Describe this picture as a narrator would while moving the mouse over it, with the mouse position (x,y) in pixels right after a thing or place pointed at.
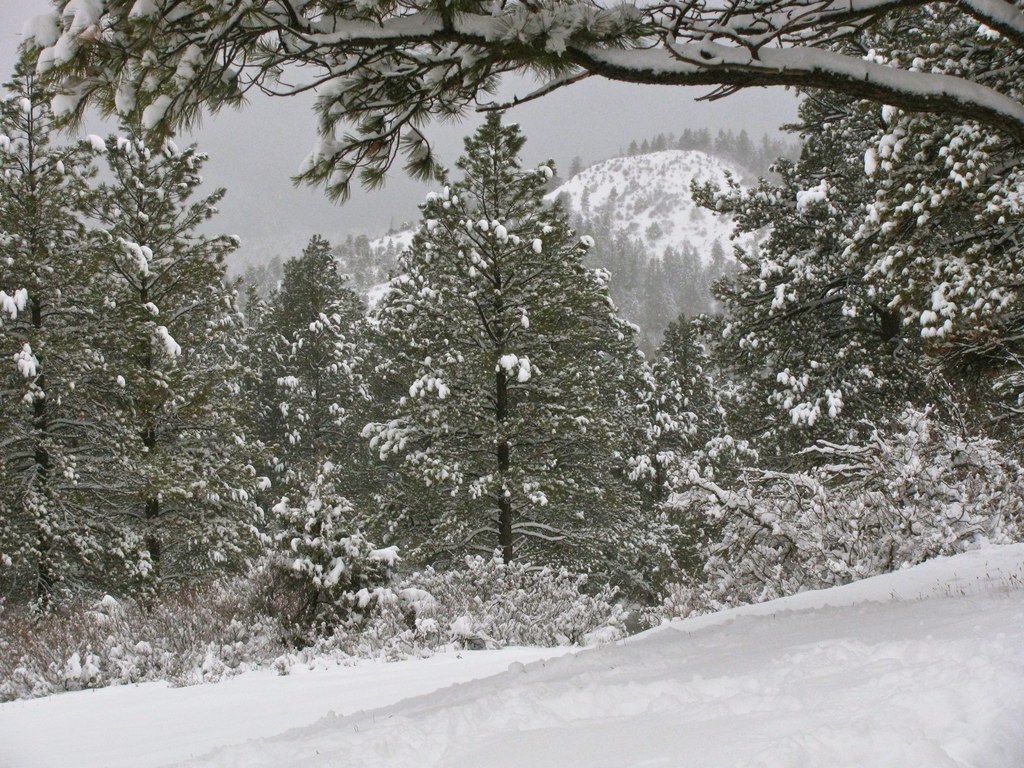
As we can see in the image there is snow (929,725), trees (540,352) and sky (575,127).
